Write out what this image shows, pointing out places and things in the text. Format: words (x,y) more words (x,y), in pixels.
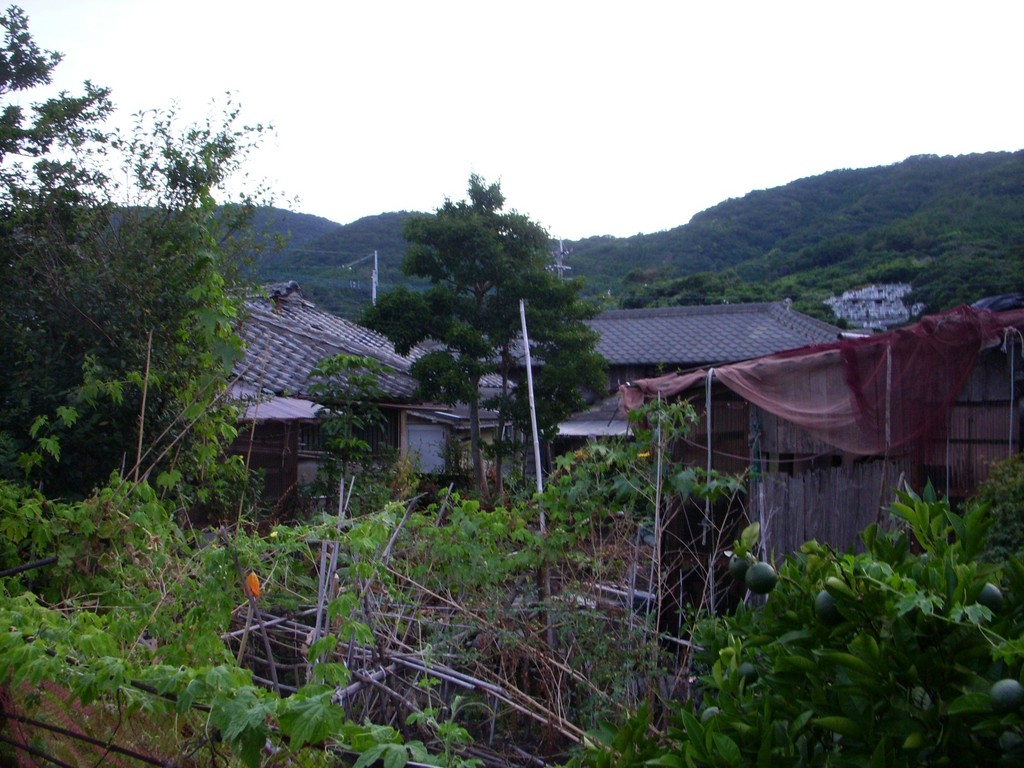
In the image in the center (536,385) we can see buildings (300,452), roofs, wall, curtain (942,355), trees (961,678), fruits (1017,699), fence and plants (457,504). In the background (437,101) we can see sky (629,50), clouds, hill (822,191) and trees (973,245).
